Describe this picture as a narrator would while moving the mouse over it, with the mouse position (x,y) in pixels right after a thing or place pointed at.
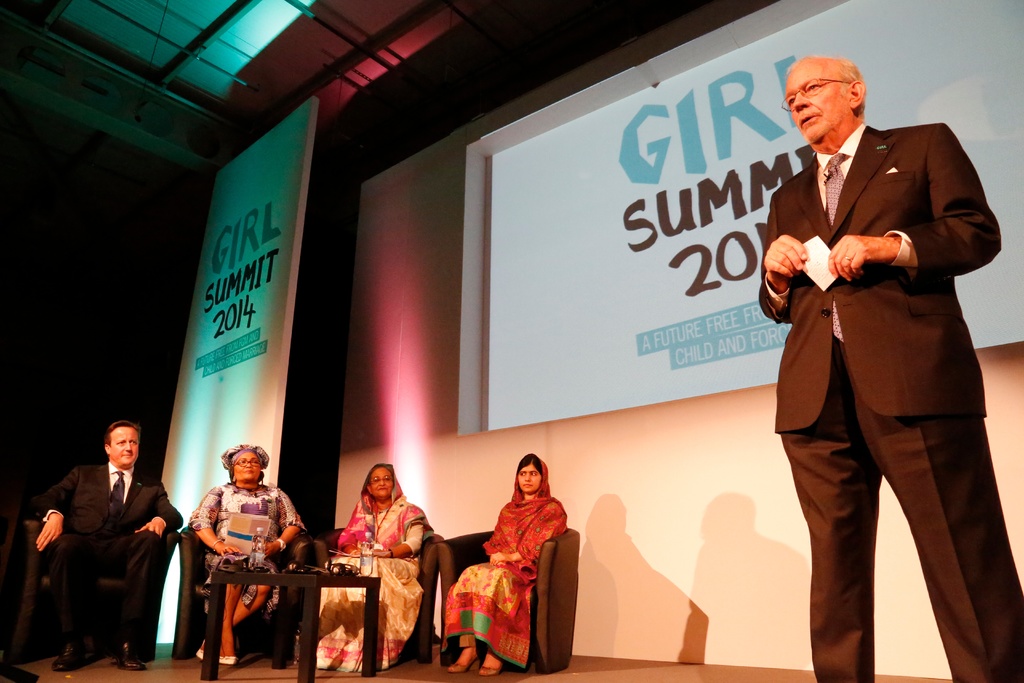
In this image, we can see a person (877,267) wearing clothes (929,362) and standing in front of the wall (611,492). There are four persons (383,595) in the bottom left of the image (211,543) sitting on chairs (426,594) in front of the table (288,578). This table (265,572) contains bottles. There is a board (236,260) on the left side of the image (227,252).
